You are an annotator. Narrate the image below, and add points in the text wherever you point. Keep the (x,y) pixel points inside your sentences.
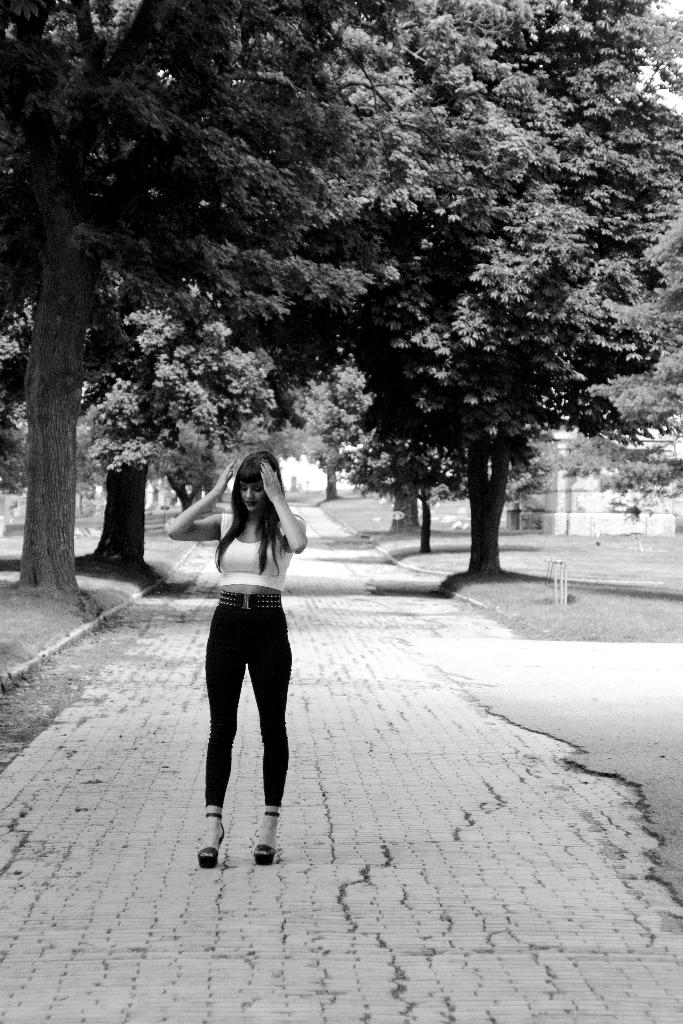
In the foreground of this black and white image, there is a woman (280,516) standing on the path (287,840). On either side, there are trees (469,392) in the background (520,408).
